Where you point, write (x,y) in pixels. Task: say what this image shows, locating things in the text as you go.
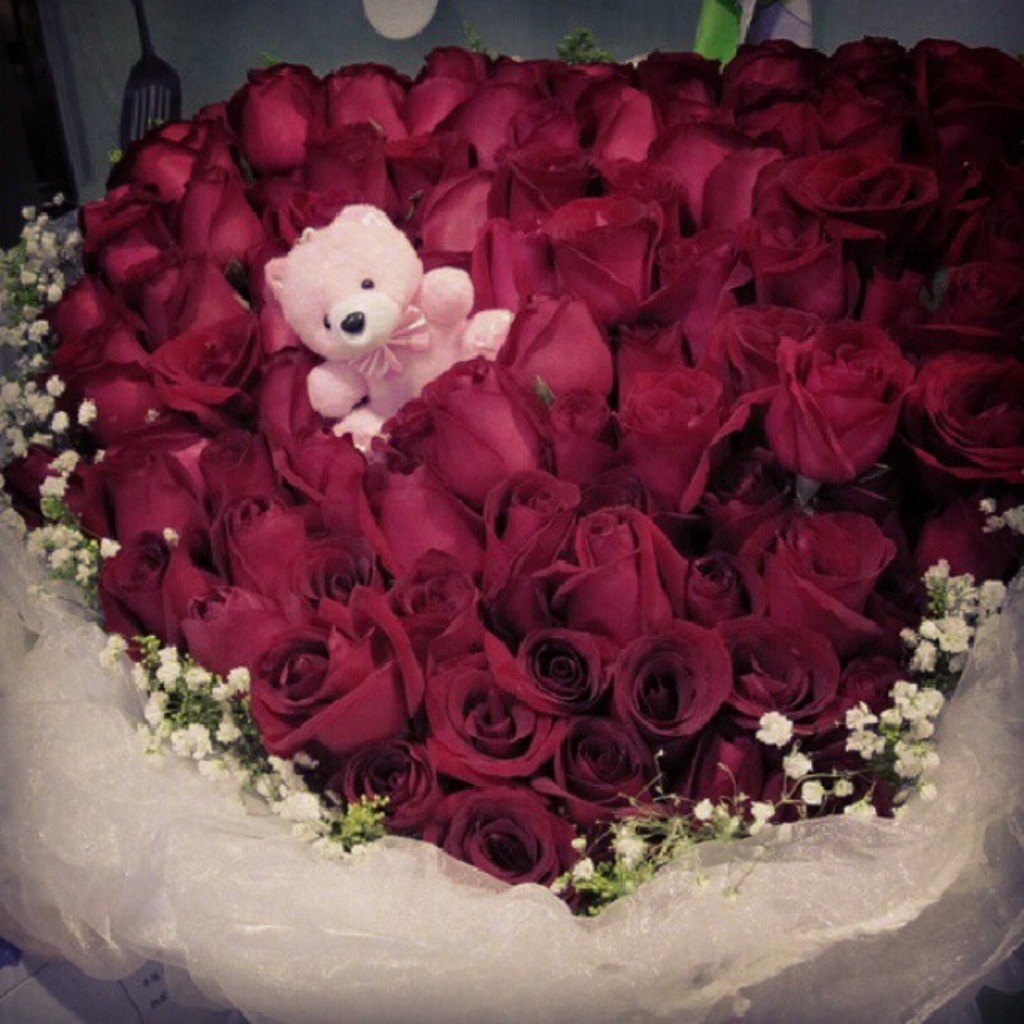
In this picture we can see a teddy bear (369,417), flowers (469,377), spoon (152,90) and some objects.
